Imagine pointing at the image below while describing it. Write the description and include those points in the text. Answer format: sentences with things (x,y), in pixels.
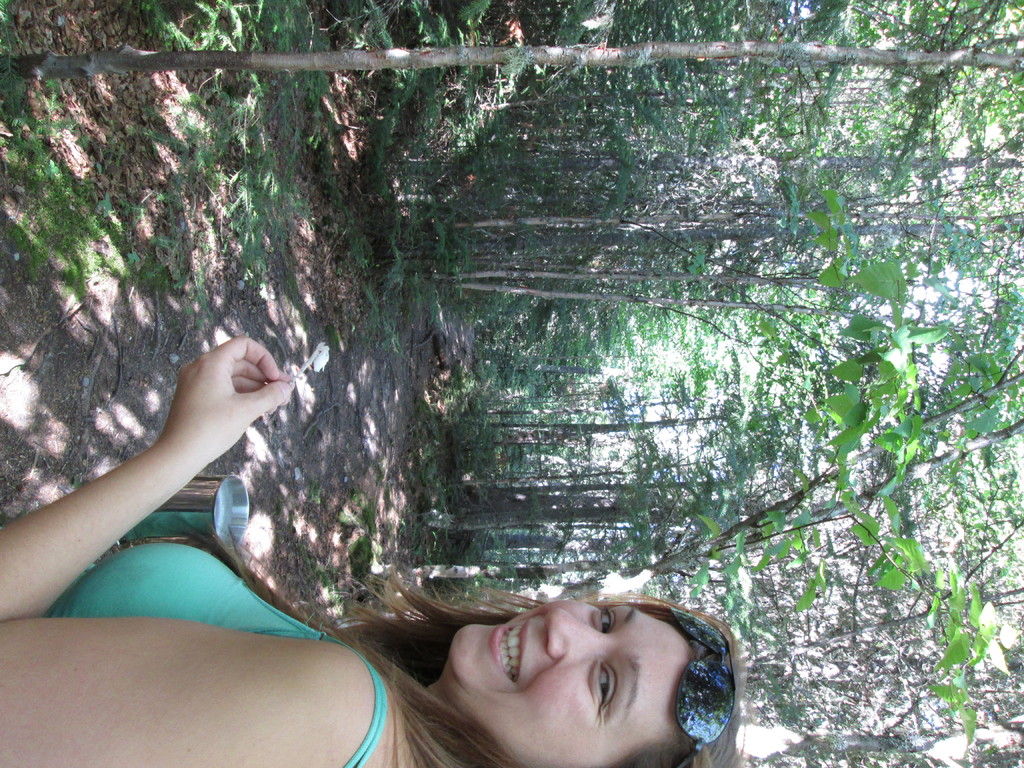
At the bottom of the image (26,638) there is a woman (316,745) holding a glass (178,498). In the background (190,215) we can see trees (778,407), plants (236,202) and grass (56,216).
